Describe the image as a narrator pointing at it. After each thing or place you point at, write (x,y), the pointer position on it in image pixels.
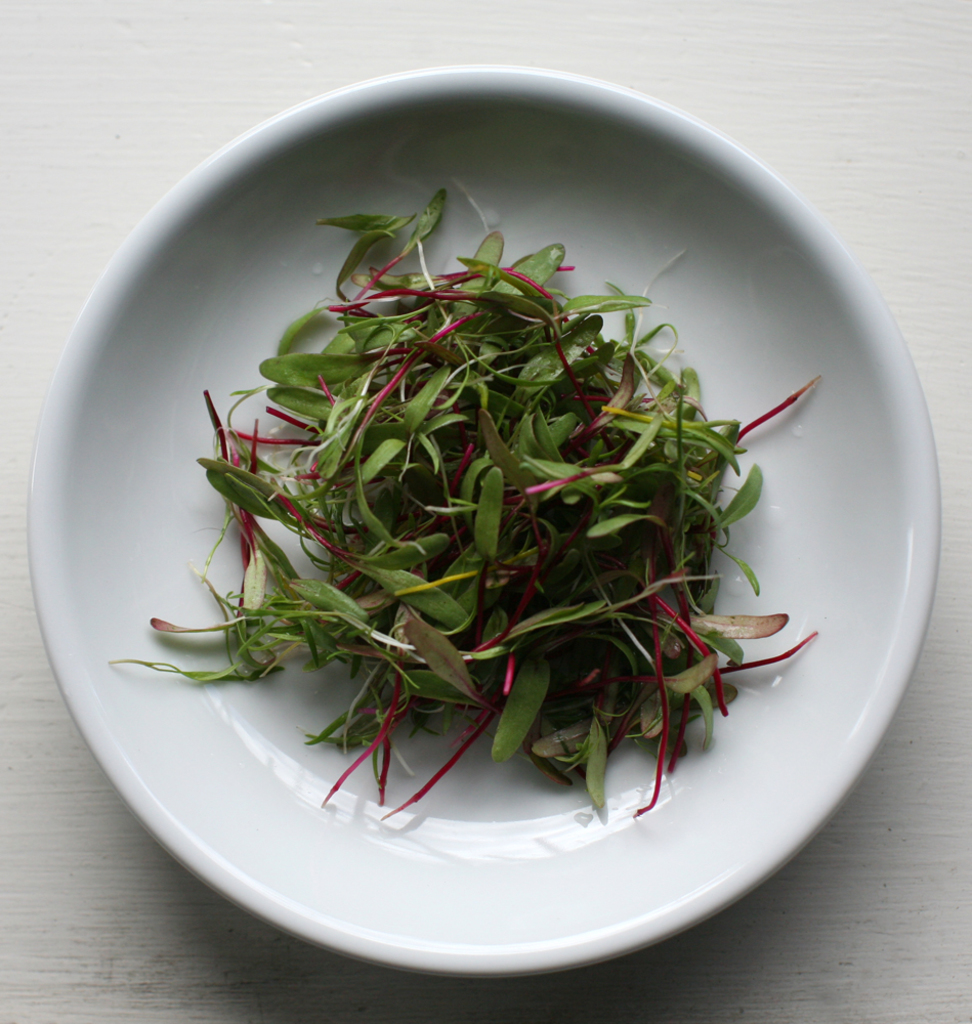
In this picture I can see few leaves (578,397) in a plate (746,606).
